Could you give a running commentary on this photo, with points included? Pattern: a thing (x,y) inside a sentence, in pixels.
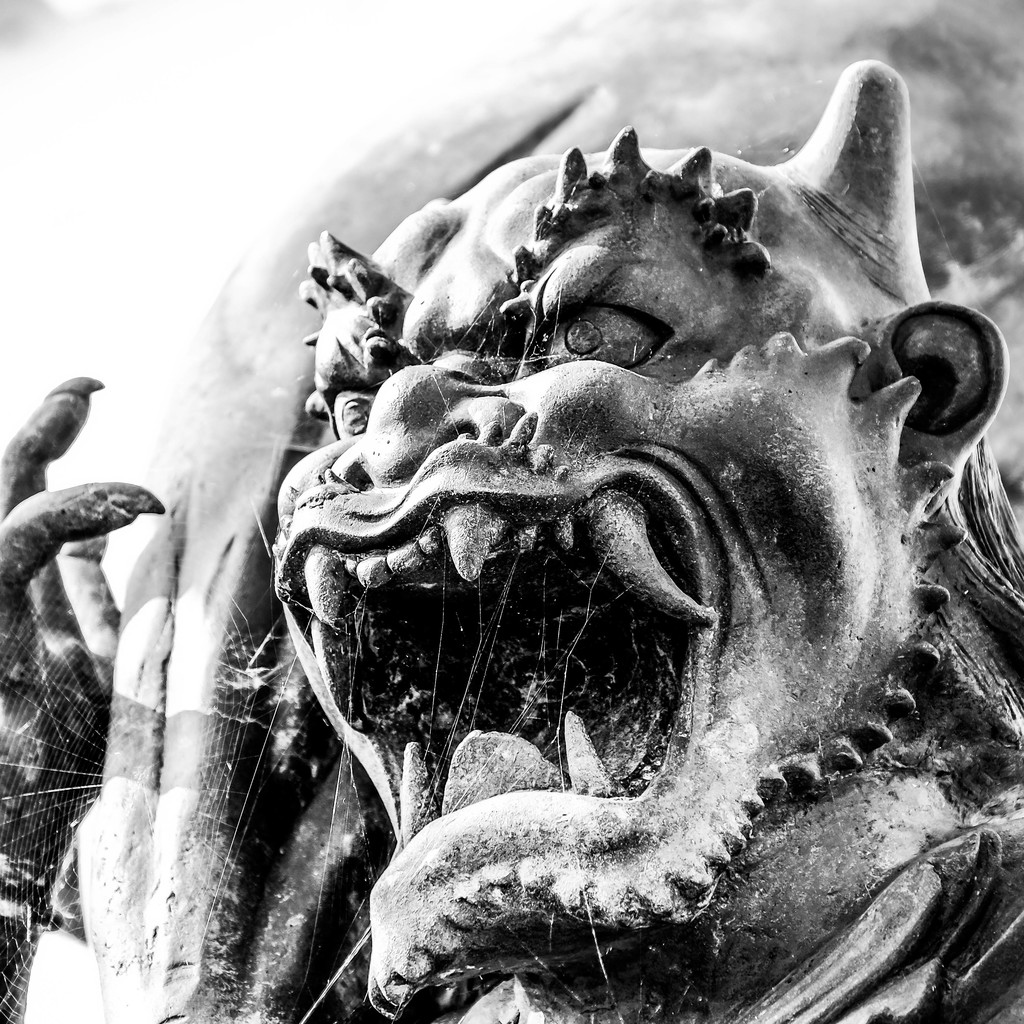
In this picture we can see statue (353,268) and spider web (61,899). In the background (893,29) it is not clear.
